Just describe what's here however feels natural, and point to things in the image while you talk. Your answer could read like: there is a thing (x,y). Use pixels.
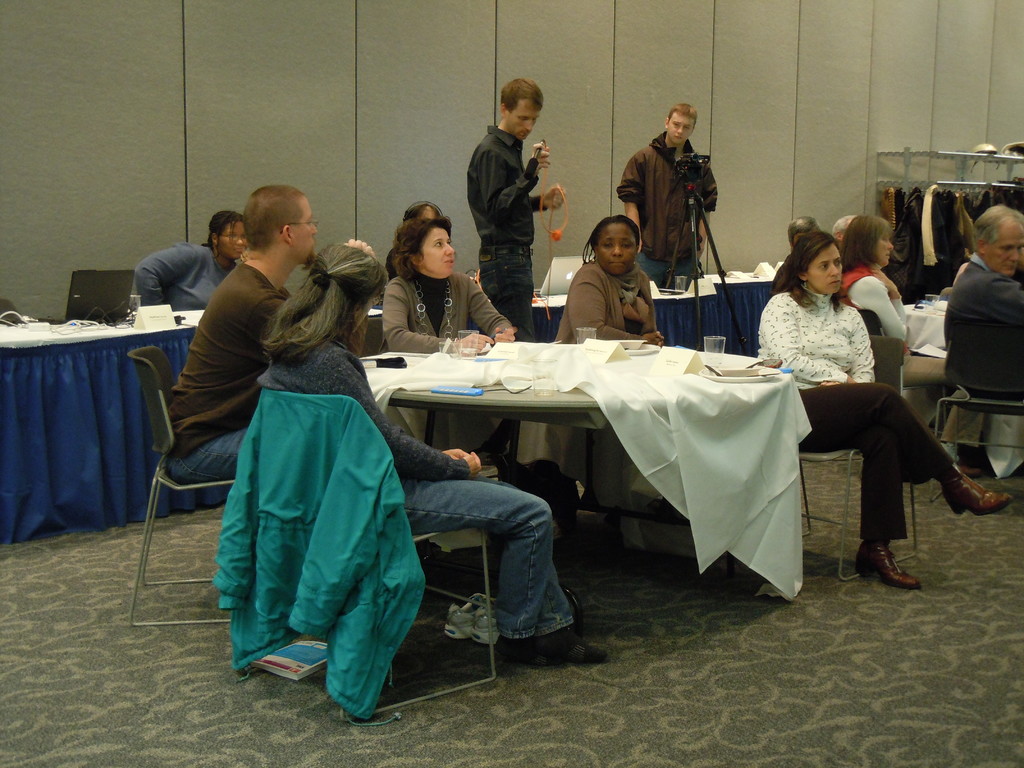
in this picture we can see two persons (639,182) standing in front of a table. We can see all the persons (609,240) sitting on chairs (888,337) in front of a table (616,417) and on the table (572,426) we can see a white cloth (780,411), glasses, papers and mobile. This is a floor (790,709). Here we can see a book (299,674) under the chair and a jacket (355,468) in blue colour over a chair (381,528). This is a laptop (75,280) on the table (183,322). On the background (949,196) we can see clothes (964,197) hanging over a stand (1004,158).
